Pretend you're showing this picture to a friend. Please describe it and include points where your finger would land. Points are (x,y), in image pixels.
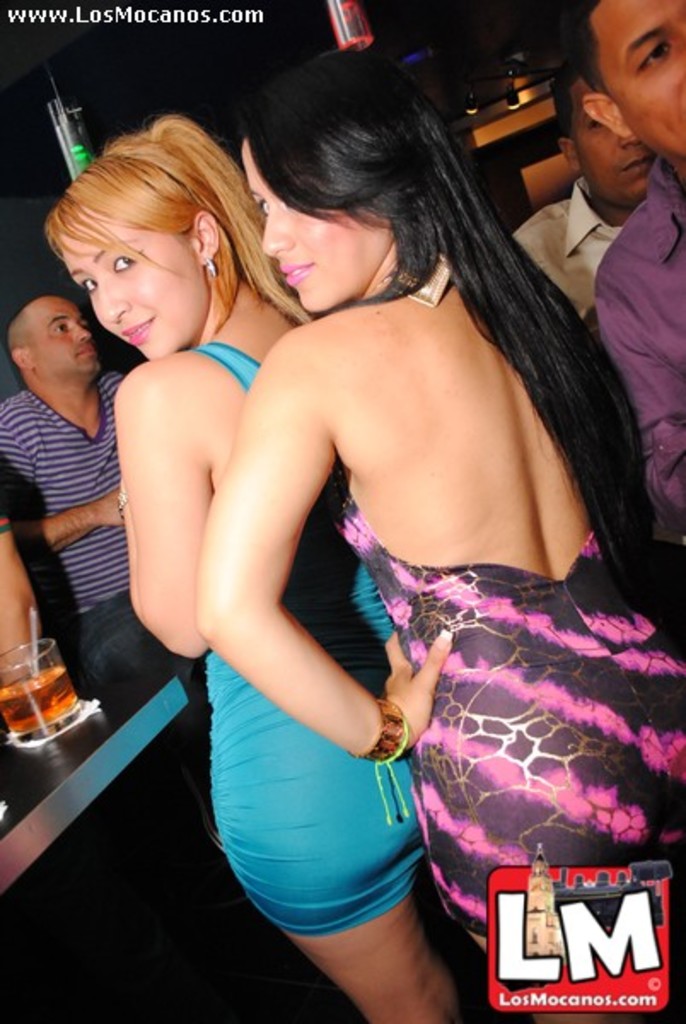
In this image in front (120,286) there are two women (195,328). Beside them there are men (643,260). On the left side of the image (161,696) there is a table (134,695). On top of it there is a drink (33,715) in the glass (60,711). There is a straw (34,667). In the background of the image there are lights (334,14). There is some text (654,958) at the top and bottom of the image (659,938).
